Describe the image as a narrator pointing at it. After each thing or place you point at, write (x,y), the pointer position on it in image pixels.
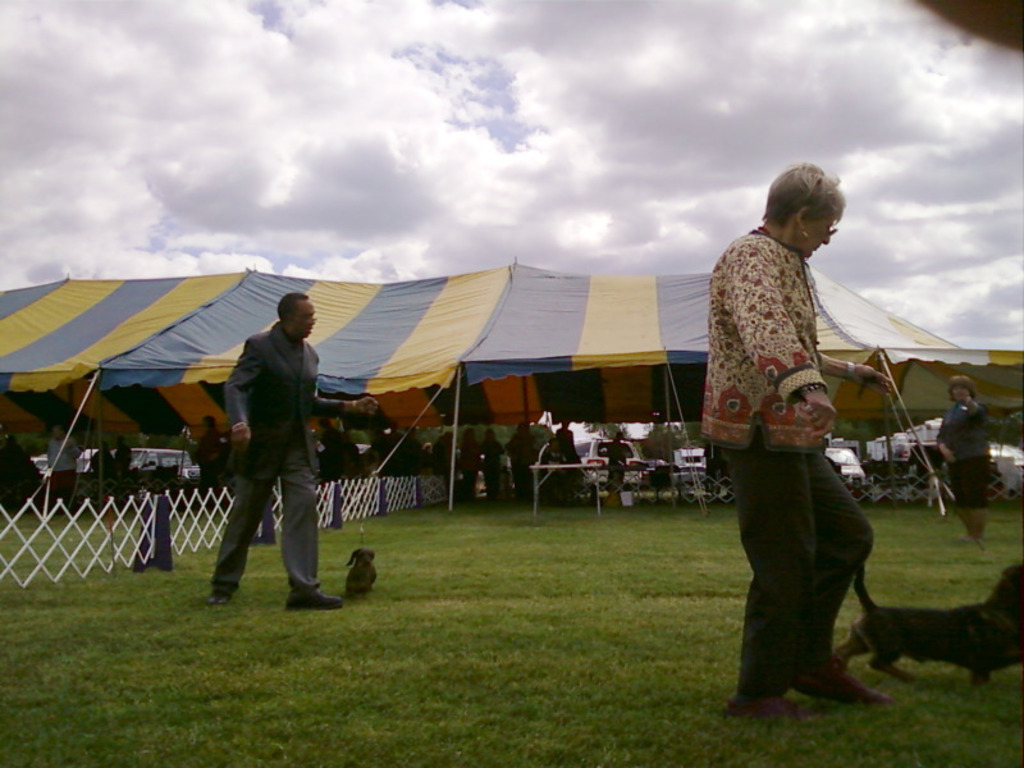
On the right (714,298) there is a woman (756,680) who is walking, beside her we can see a dog (1010,657). On the left (296,335) there is a man (244,472) who is a walking on the ground (297,632). In the background (481,484) we can see the group of persons (564,424) were standing under the tent (520,413), beside them we can see tables (534,469). On the right (1013,462) background we can see many vehicles (1000,463) and trees (1014,425). At the top (552,122) we can see sky (547,89) and clouds (547,89). At bottom (502,724) we can see the grass (480,715).
